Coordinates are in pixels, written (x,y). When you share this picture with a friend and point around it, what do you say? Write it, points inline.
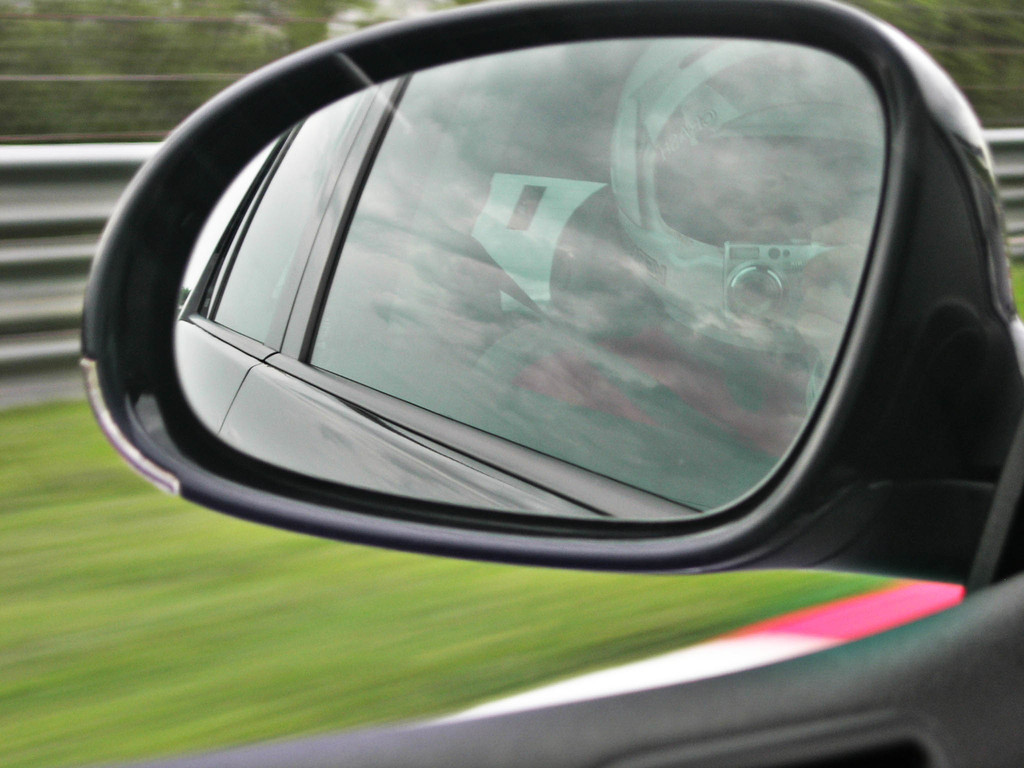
In this image there is a mirror (504,511) of a car (504,511), where there is a reflection (768,414) of a person (761,188) with a helmet (672,207) holding a camera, and in the background (423,606) there is grass (435,684), iron sheet (2,244), trees (198,101).
